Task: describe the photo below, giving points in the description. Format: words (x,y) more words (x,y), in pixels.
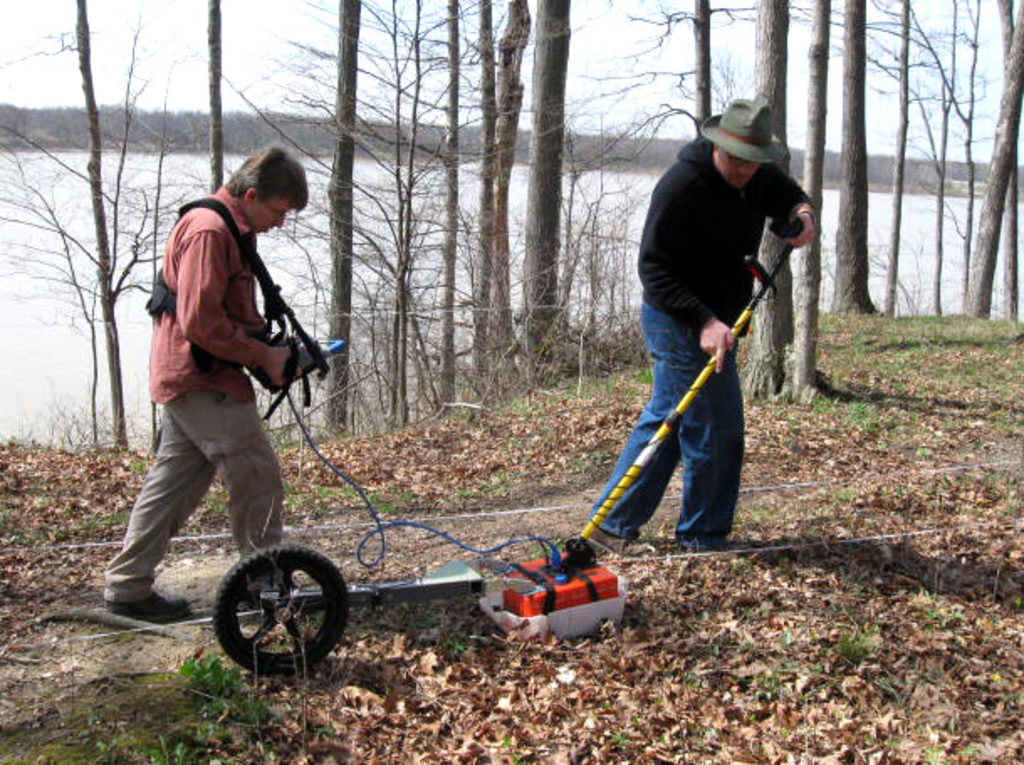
In this image we can see two people (237,521) operating a device (616,487). At the bottom of the image (472,742) there are dry leaves (489,681). In the background of the image (319,17) there are trees (35,121), sky (572,126) and water (326,216).
